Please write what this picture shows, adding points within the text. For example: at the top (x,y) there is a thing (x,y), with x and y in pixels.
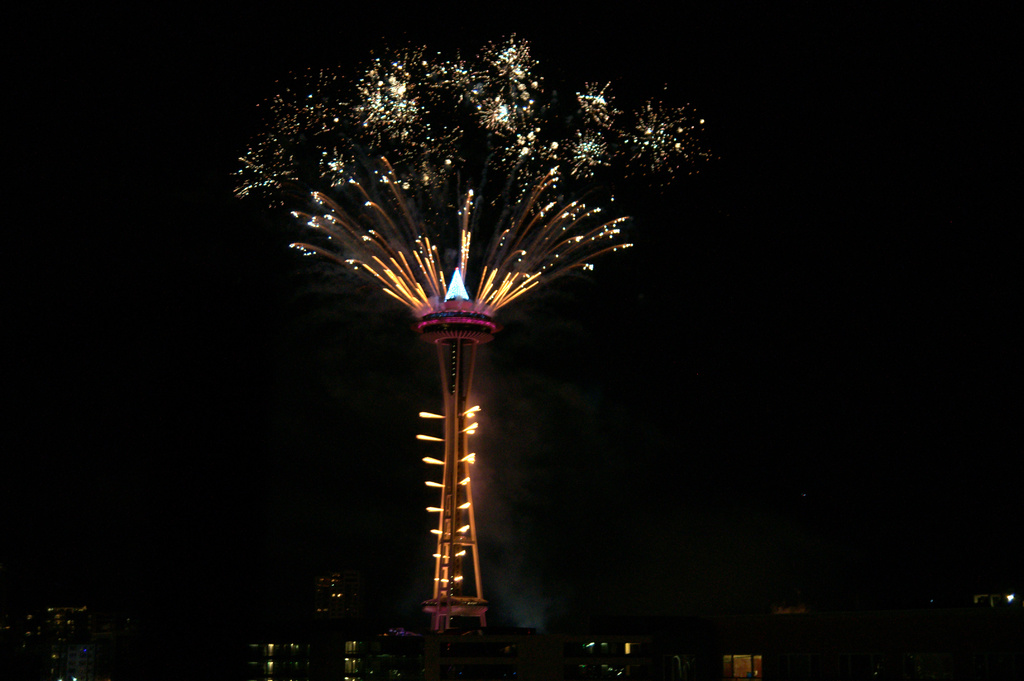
In this picture I can see a tower (441,613) with lights (475,460) in the middle (480,435), at the top (778,164) there is the sky (768,233).
